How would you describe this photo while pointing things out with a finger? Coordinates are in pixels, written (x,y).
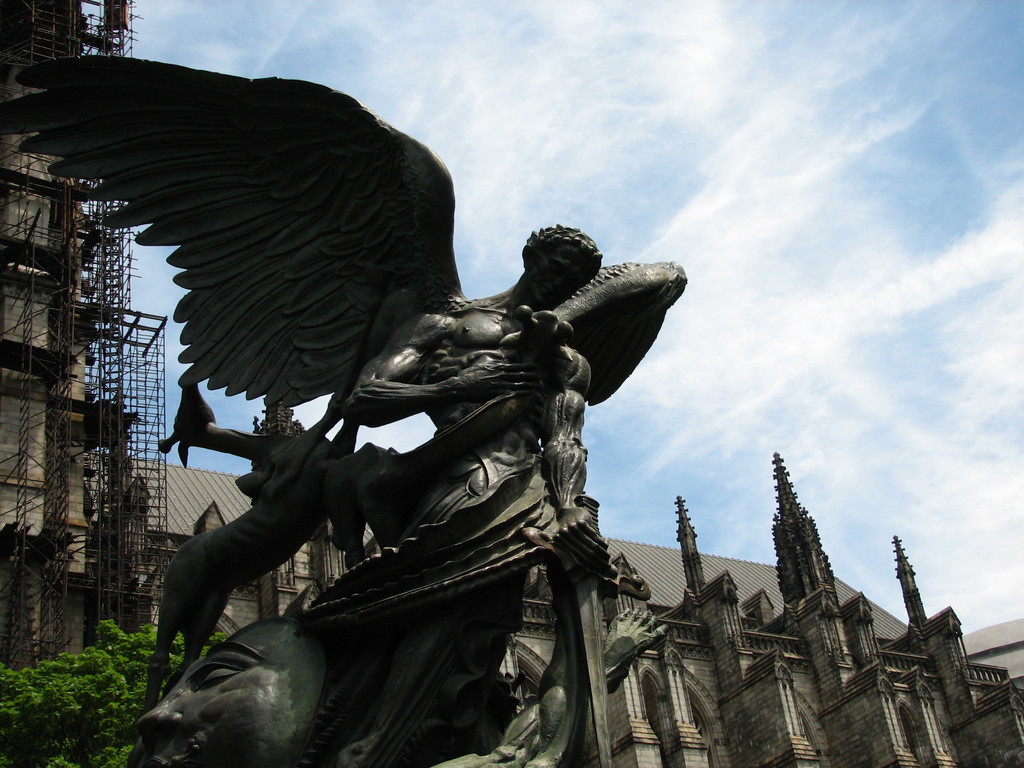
In this picture we can see a statue (318,362) and at the back of this statue (221,374) we can see buildings (856,714), trees (63,752) and some objects (116,518) and in the background (709,186) we can see the sky (670,248) with clouds (560,198).
